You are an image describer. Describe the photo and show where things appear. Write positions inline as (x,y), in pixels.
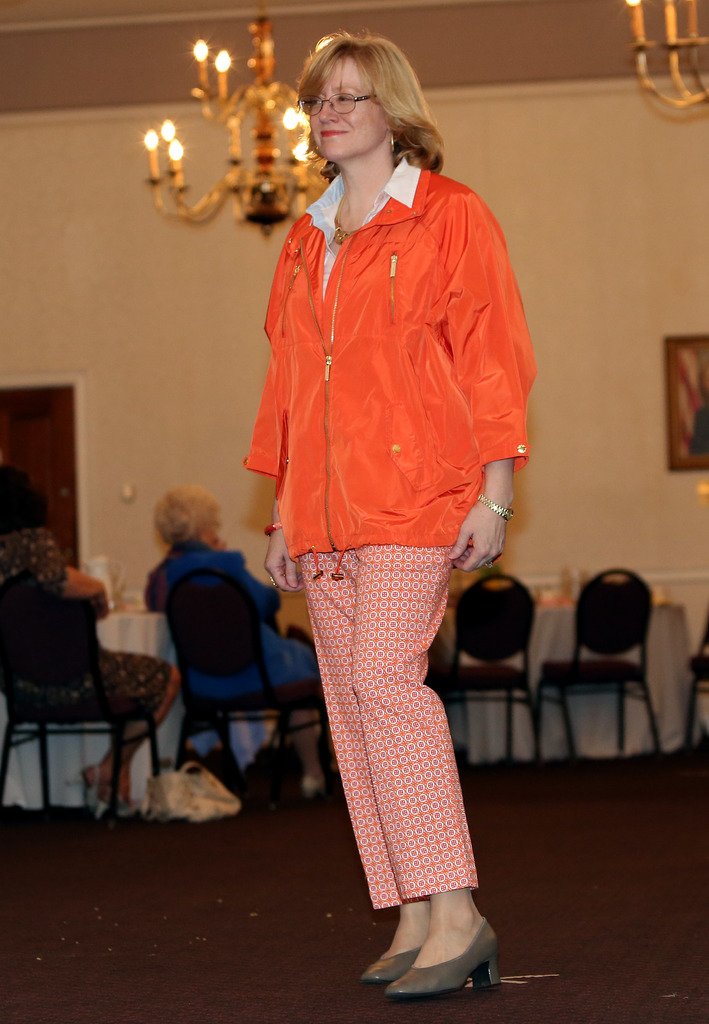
In this image I can see a person (466,365) standing. To the back of her there are people (291,639) sitting and there are lights (235,135) and the frames (672,447) attached to the wall (631,419).
